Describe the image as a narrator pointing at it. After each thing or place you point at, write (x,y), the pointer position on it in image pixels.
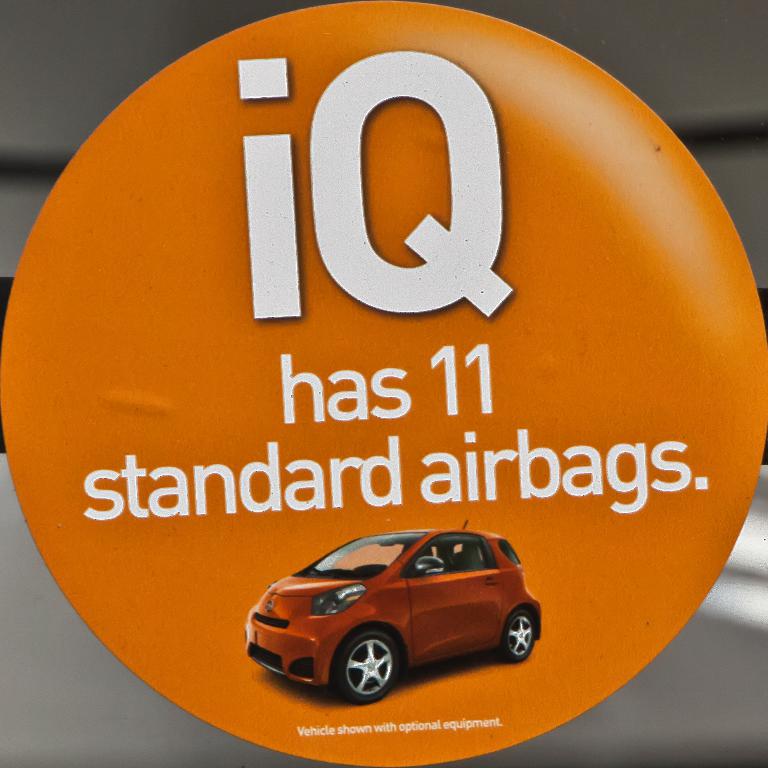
In the picture I can see some written text (310,503) and one car (405,614). The background of the image (671,319) is Orange color.
